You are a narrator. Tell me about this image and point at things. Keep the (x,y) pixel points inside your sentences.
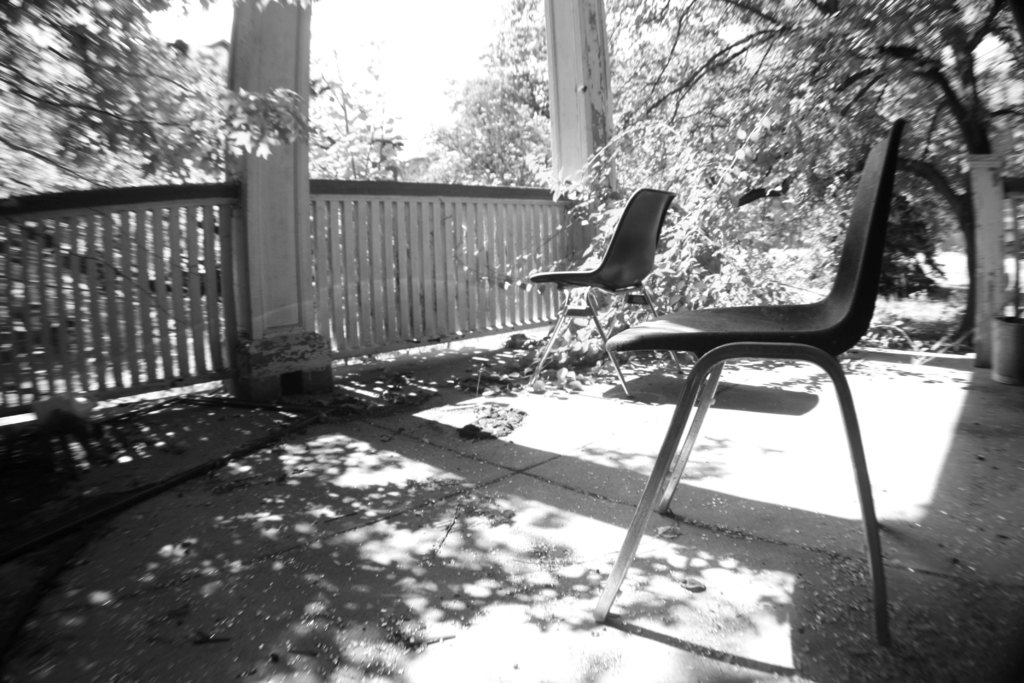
This is a black and white image, in this image there are chairs (618,251) on a floor (825,384), in the background (295,339) there is a railing (368,190), pillars (564,102) and trees (718,39).
